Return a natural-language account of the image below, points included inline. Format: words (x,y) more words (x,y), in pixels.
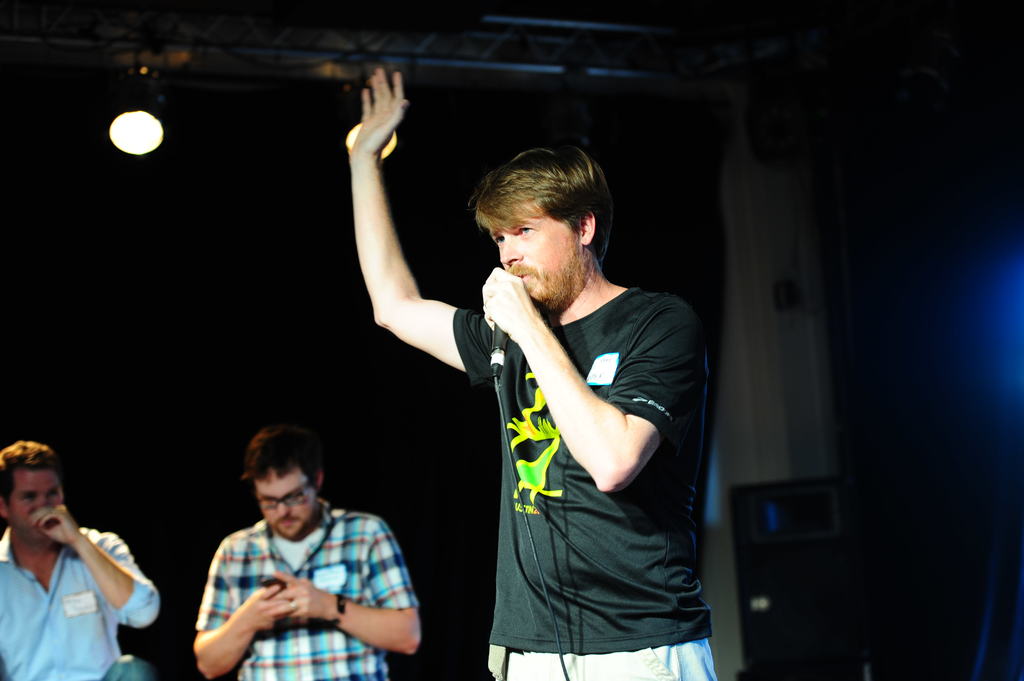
In the middle (633,433) there is a man (664,417) with black t-shirt (639,357) is standing and holding a mic (496,346) in his left hand (516,327) and he is talking. To the left side (61,588) there is a man (76,615) with blue shirt (50,616) is sitting. Beside him there is another man (299,624) with blue checks (246,557) is holding a mobile (270,587) in his hand (265,595). On the top left (148,124) there is a light (142,131). And to the right (807,613) there is a speaker (767,586).
